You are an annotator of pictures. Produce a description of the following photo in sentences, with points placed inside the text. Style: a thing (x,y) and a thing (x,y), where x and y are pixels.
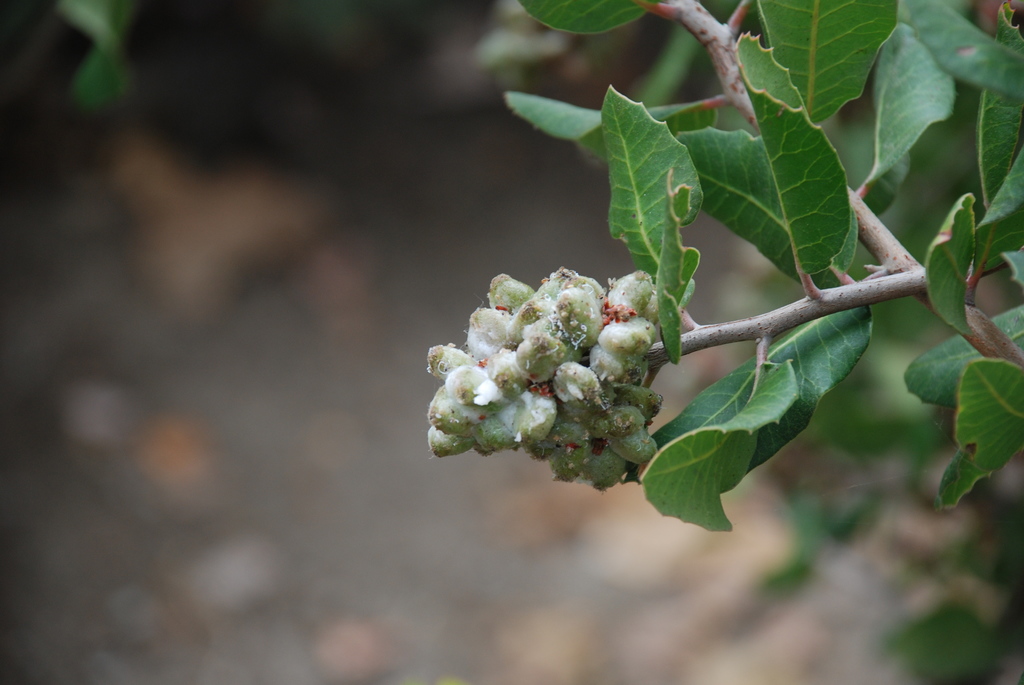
On the right (903,77) we can see tree branch (967,206). In the center (574,294) we can see seeds (500,357).
